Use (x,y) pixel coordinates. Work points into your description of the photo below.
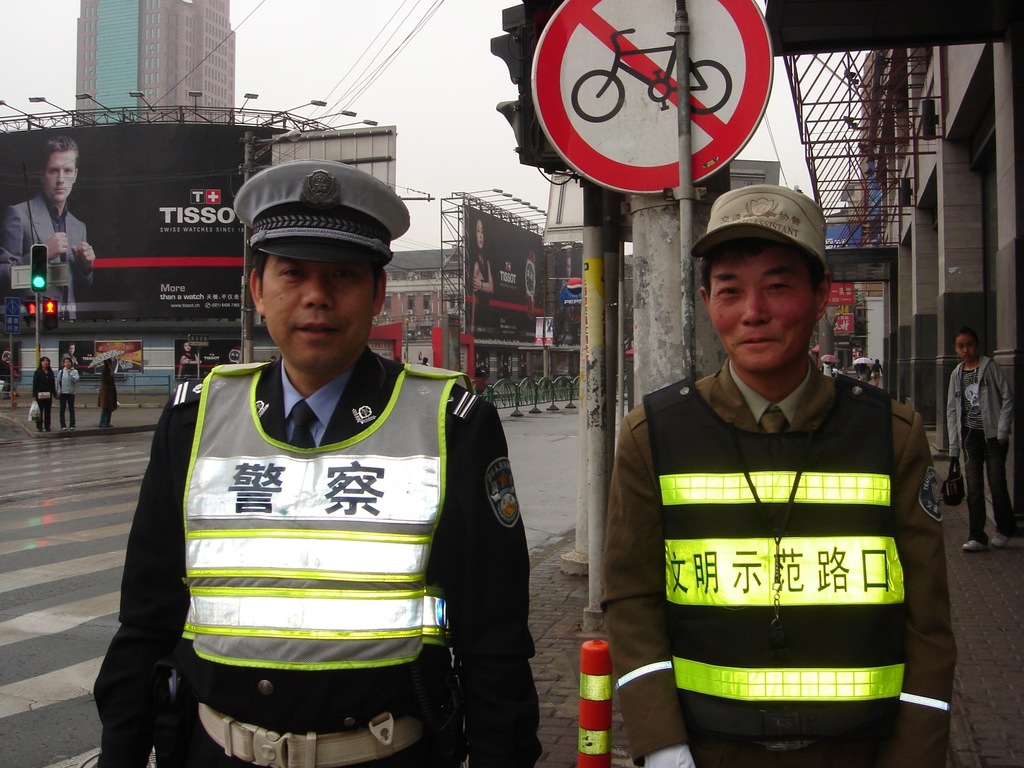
In this image we can see many people (502,611). There are many hoardings (141,266) on the road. There are many buildings (438,279) in the image. There is a sign board (673,68) in the image. There are many poles (613,387) and stores (861,324) in the image. There is a zebra crossing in the image. There is a sky (487,116) in the image.
